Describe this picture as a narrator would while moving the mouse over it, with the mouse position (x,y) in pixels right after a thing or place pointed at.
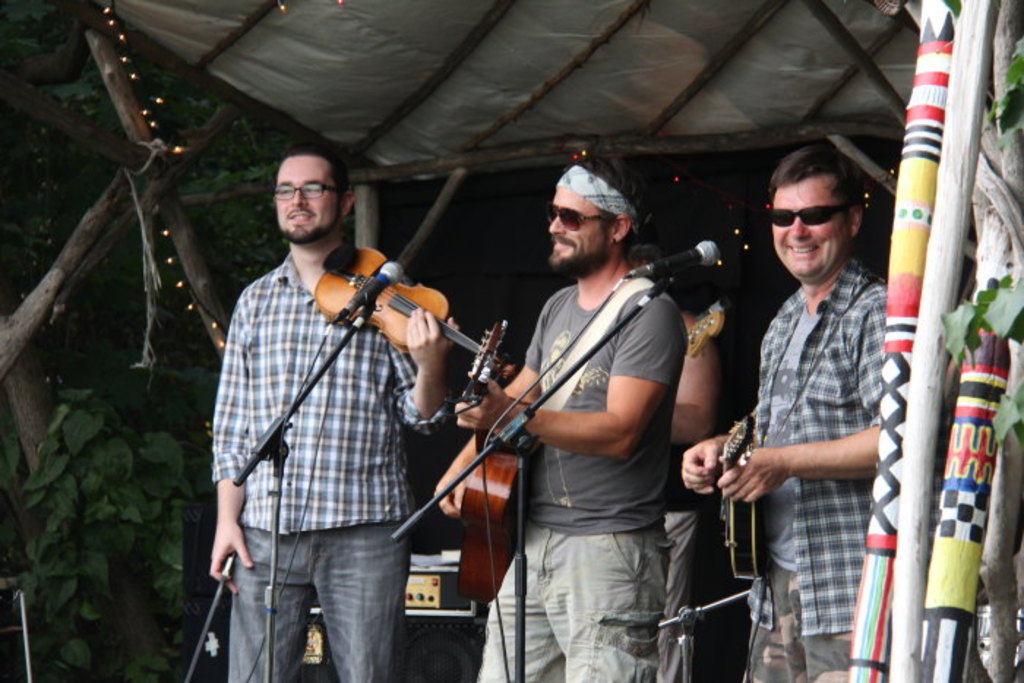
In this image, there are a few people (583,461) playing musical instruments (729,538). We can see some microphones (359,305). We can also see some objects (936,567) on the right (958,603). We can see the shed (593,9) and some plants (132,257). We can see some wooden poles (153,168).
